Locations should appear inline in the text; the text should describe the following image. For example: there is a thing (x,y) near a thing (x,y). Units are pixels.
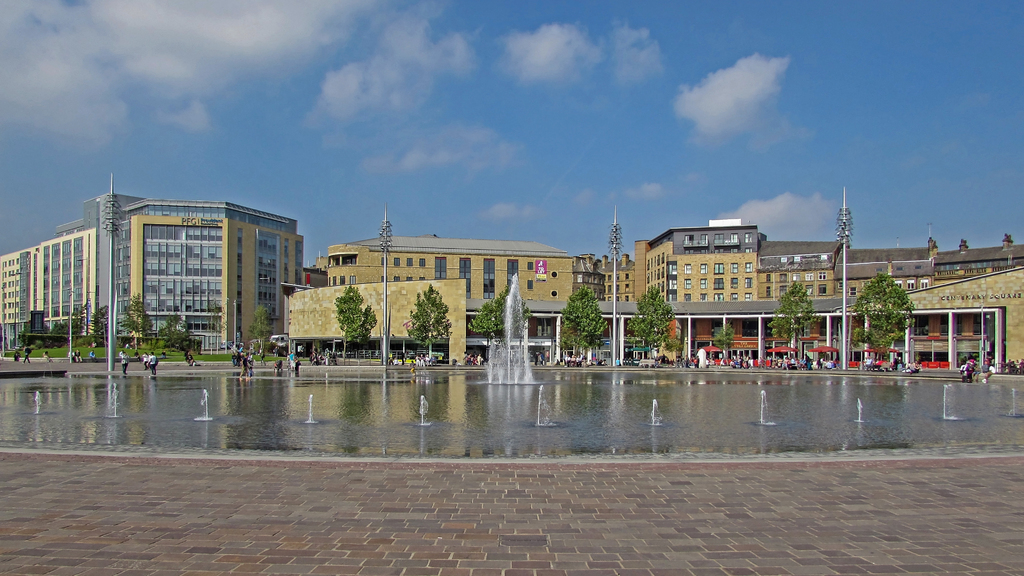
In this image we can see the ground (863,471), water (508,412), fountain (512,344), light poles (112,284), trees (900,305), people (912,372) walking on the road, we can see buildings (64,263) and the blue color sky (432,72) with clouds (45,96) in the background (793,74).
